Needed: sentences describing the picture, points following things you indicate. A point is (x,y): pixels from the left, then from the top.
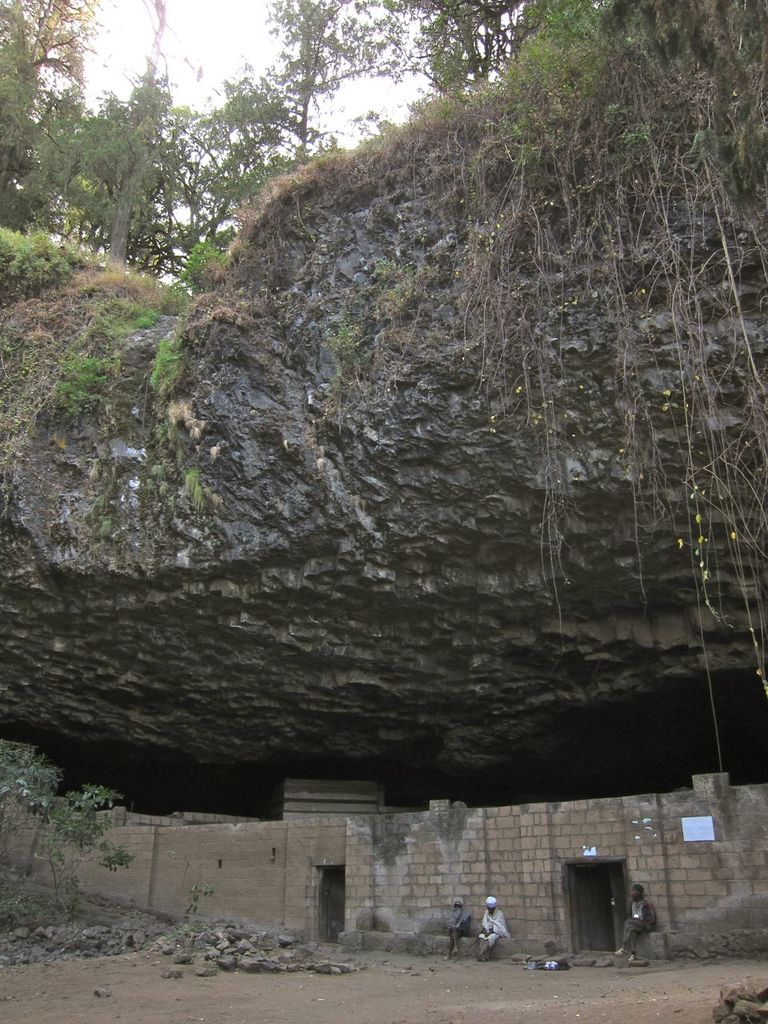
In this picture there is a huge rock (421,417) and there are few trees (274,129) above it and there is a brick wall (554,830) and three persons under the rock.
